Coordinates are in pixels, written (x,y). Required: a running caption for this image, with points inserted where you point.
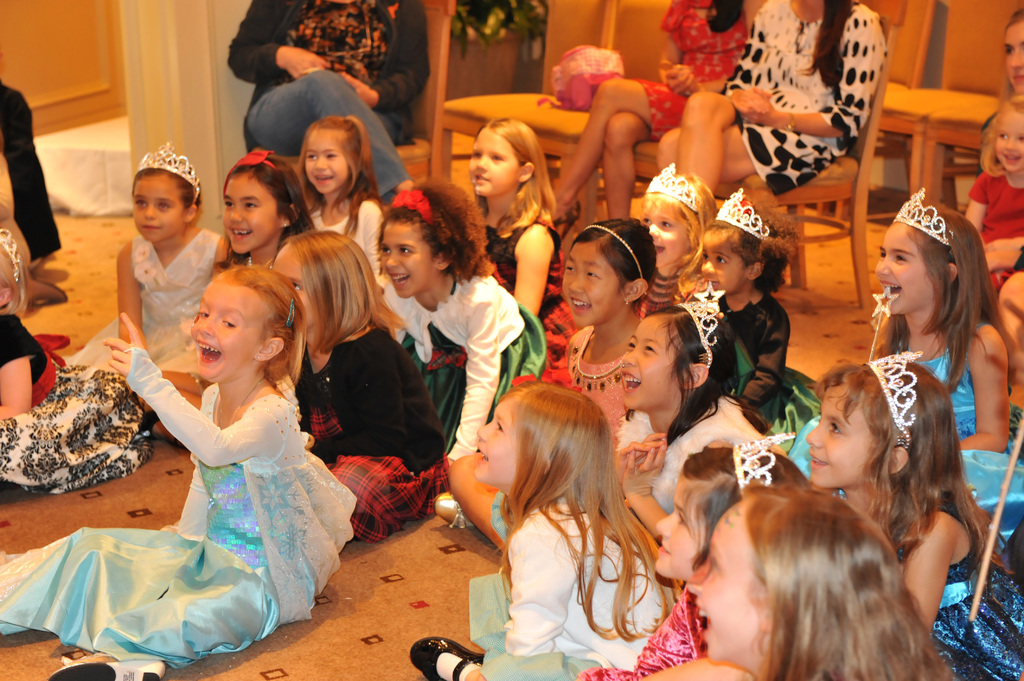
In this image there are many girls (324,546) sitting on the floor (260,648). In the background (954,158), there are chairs (942,166). To the left (52,49), there is a wall (67,57) along with a pillar (209,78). At the bottom (380,643), there is a floor (247,679).
